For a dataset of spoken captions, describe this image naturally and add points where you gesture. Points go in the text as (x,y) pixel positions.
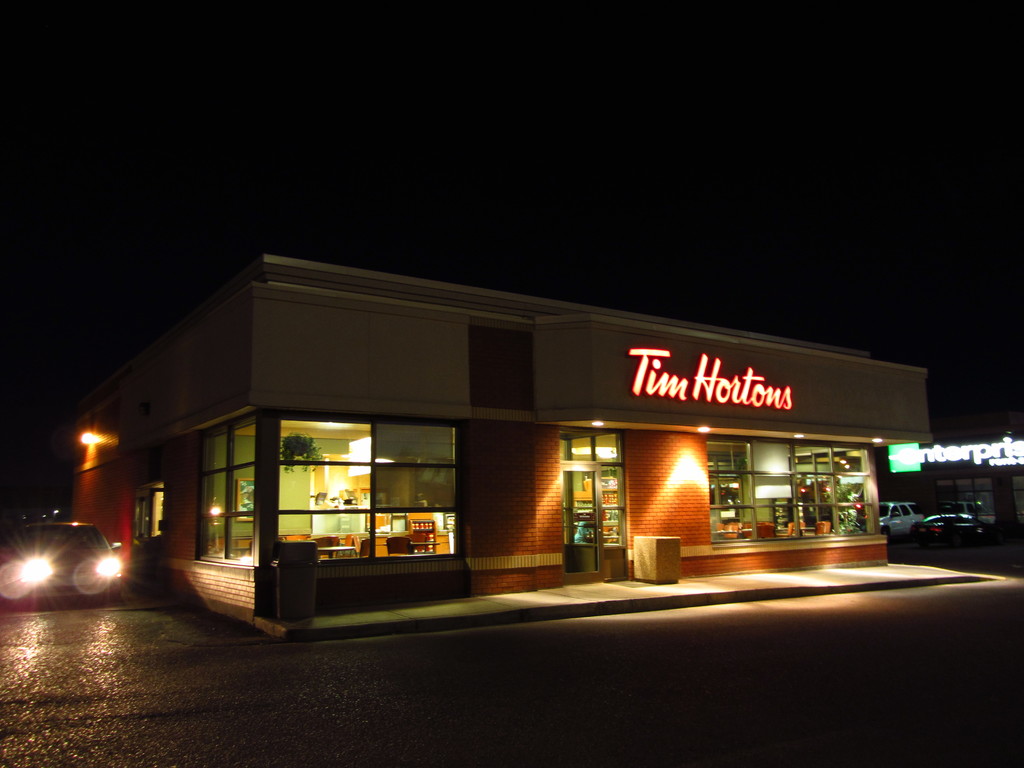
In the picture we can see a shop building (681,561) and to it we can see doors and windows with glasses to it and inside we can see items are placed in the racks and on the building (152,441) we can see a name Tim Hortons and beside the shop (136,441) we can see a car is running on the path (502,712) with lights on and on the other side we can see some cars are parked near other shop building (940,502) and in the background (57,72) we can see a sky (57,72) and it is dark.
